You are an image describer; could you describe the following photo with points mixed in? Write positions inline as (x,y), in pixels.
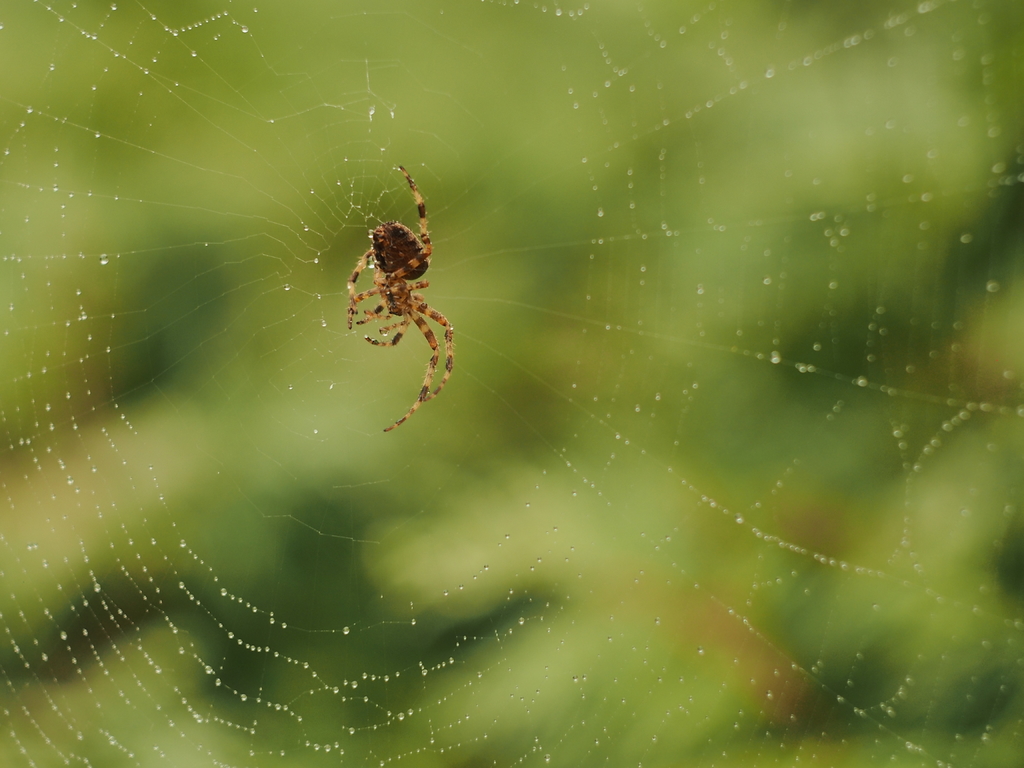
In this picture I can see a spider (446,343) on the spider web (124,435) and I see that it is totally blurred in the background (425,429).
